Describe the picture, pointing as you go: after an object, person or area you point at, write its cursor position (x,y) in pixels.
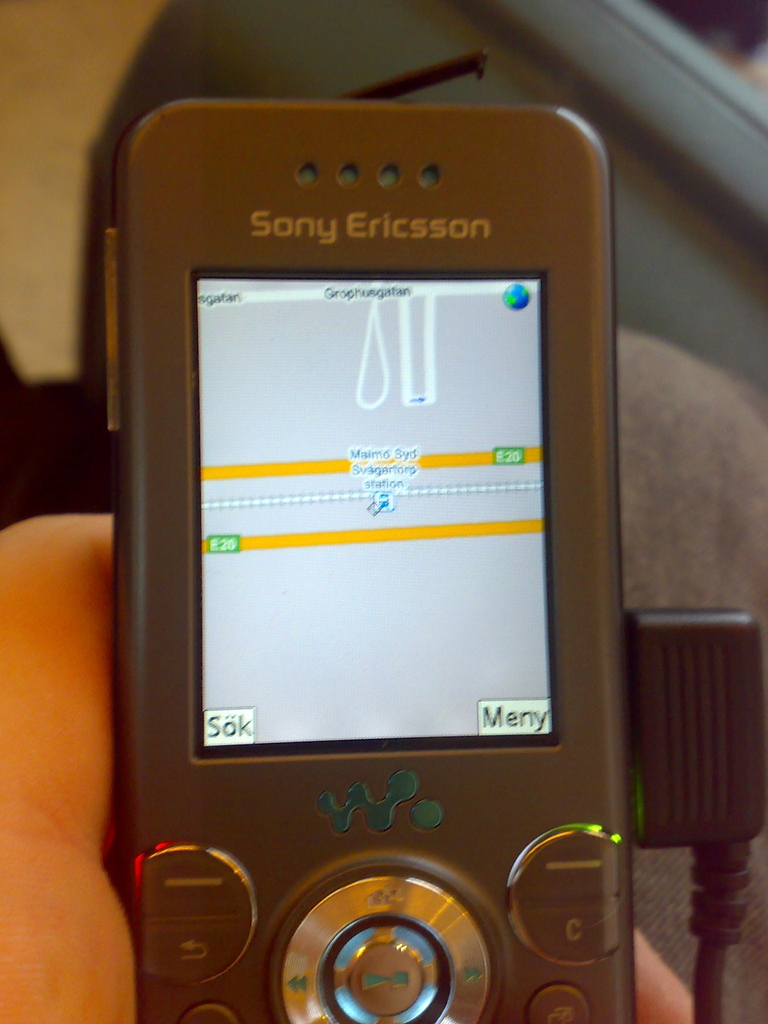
In this picture I can see the person's hand (54,812) who is holding a mobile phone (318,951). In that screen (371,492) I can see the map (381,527) and the phone (537,728) is connected to the charger (662,749).
